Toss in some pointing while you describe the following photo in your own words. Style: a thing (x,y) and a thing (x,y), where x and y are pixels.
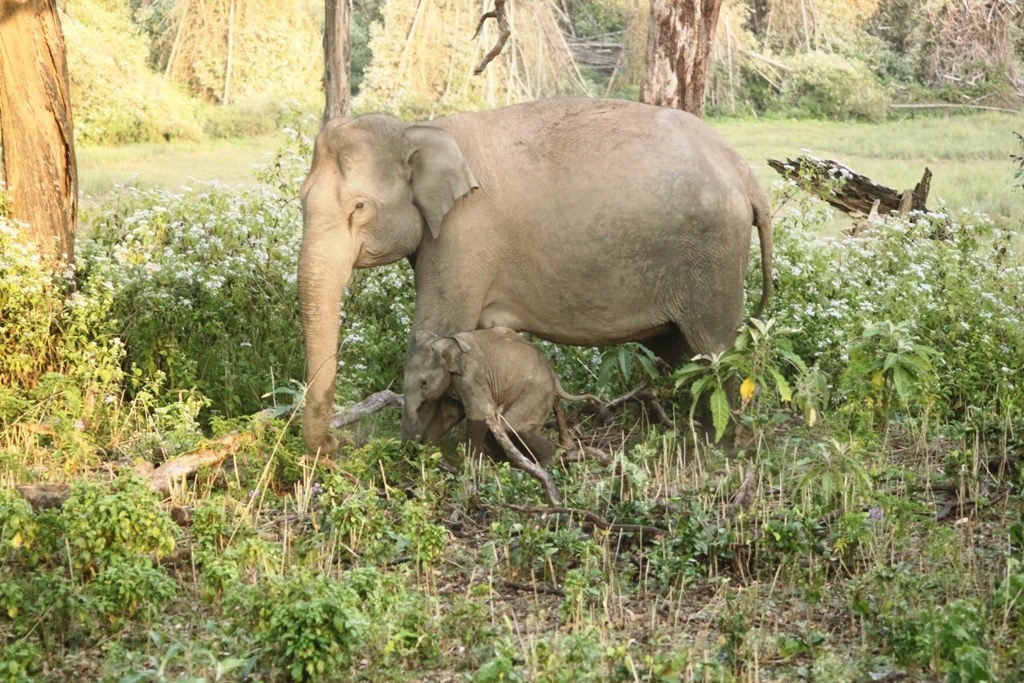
In the middle of the image (411,240) we can see an elephant (481,235) and a calf (507,379), in this we can find few plants (370,307), flowers (239,256) and trees (582,36).
